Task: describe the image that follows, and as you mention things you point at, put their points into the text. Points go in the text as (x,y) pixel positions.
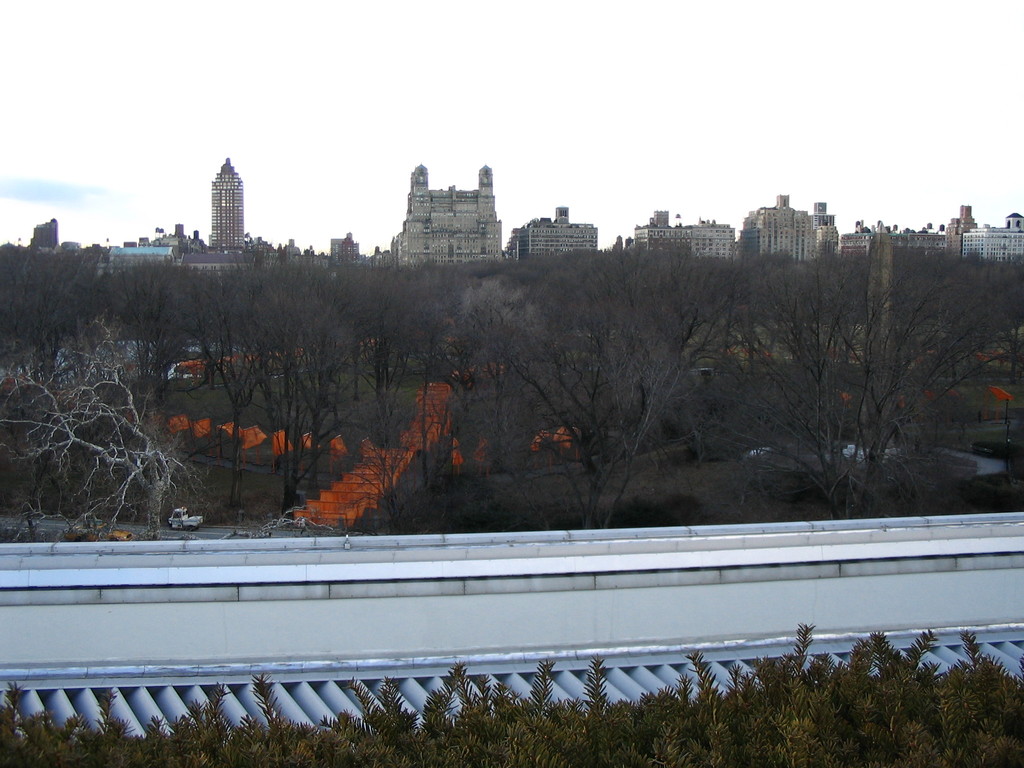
In this image in the front (597,713) there are leaves (562,730). In the center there is a wall (398,586). In the background (359,385) there are trees (364,302), buildings (240,228) and there are cars (851,445) and the sky (267,203) is cloudy.
